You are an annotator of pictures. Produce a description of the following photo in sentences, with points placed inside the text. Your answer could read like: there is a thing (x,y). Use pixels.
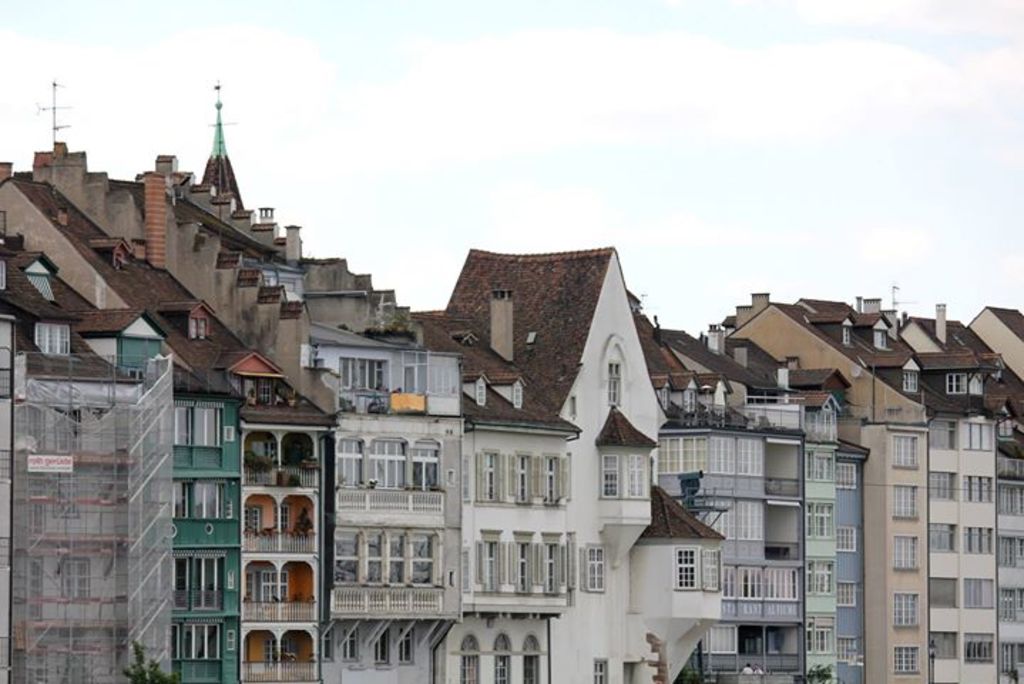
In the image there are many buildings (592,428) with walls (416,433), windows (216,431), balconies (282,529) and roofs (951,329). On the top of the buildings (182,268) there are antennas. And to the top of the image (310,100) there is a sky (753,141).
